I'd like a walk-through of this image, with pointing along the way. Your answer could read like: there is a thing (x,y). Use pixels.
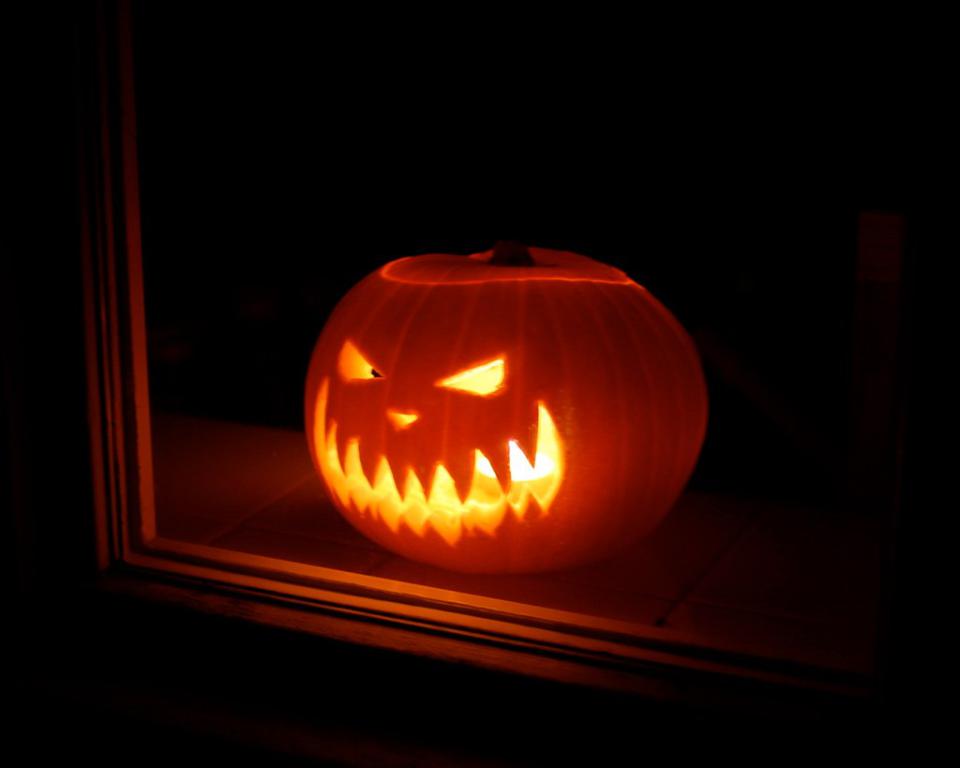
There is a Halloween pumpkin (522,397) and inside the pumpkin (552,391) some light (541,470) is kept, the image of the pumpkin (362,324) is seen through the window (204,560).
